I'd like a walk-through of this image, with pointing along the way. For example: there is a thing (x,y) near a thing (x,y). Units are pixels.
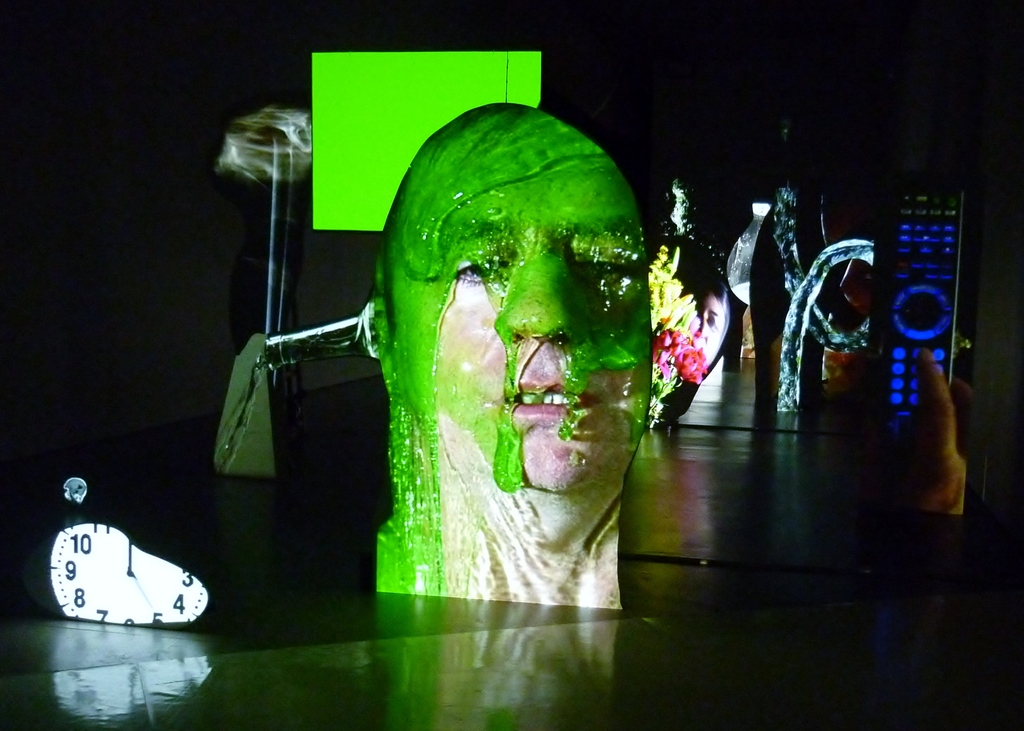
In this image there is a depiction of a person's face (457,406), clock (123,587), a person's hand (928,423) holding a remote (905,416) and few other objects (809,302). The background (884,118) is dark.
